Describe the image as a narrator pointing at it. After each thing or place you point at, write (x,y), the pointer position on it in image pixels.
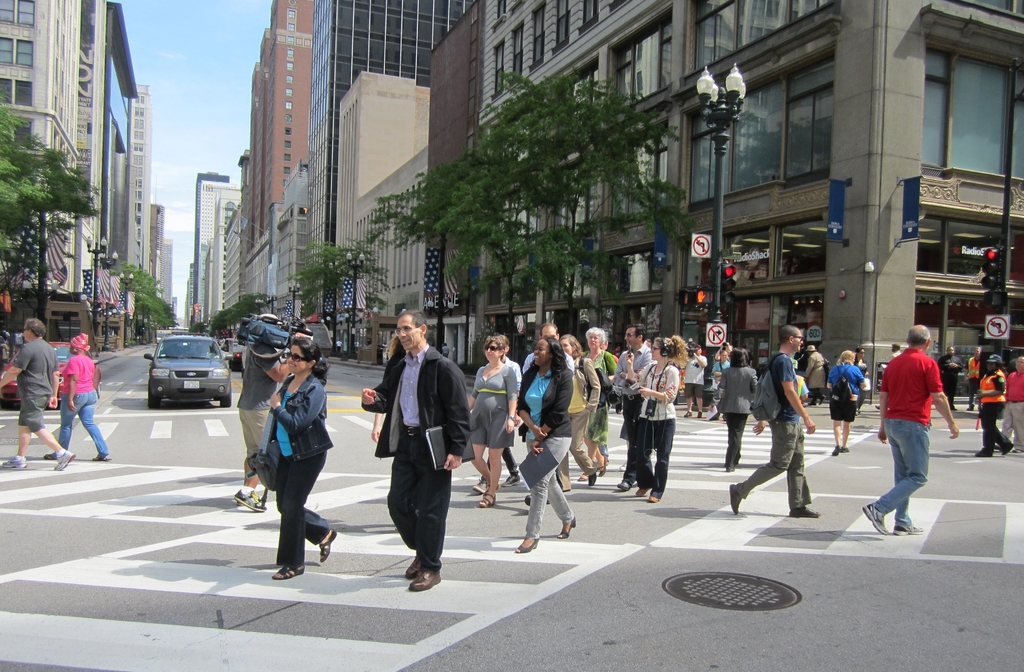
In this image we can see few persons (541,432) are walking on the road (276,556) and among them few persons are carrying bags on their shoulders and few persons (454,464) are holding objects (443,457) in their hands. In the background (237,359) we can see vehicles (163,354) on the road (577,520), traffic signal poles (717,304), sign boards (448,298) on the poles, trees (61,203), hoardings (82,14), buildings (269,146), windows (328,149) and clouds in the sky (220,122).
